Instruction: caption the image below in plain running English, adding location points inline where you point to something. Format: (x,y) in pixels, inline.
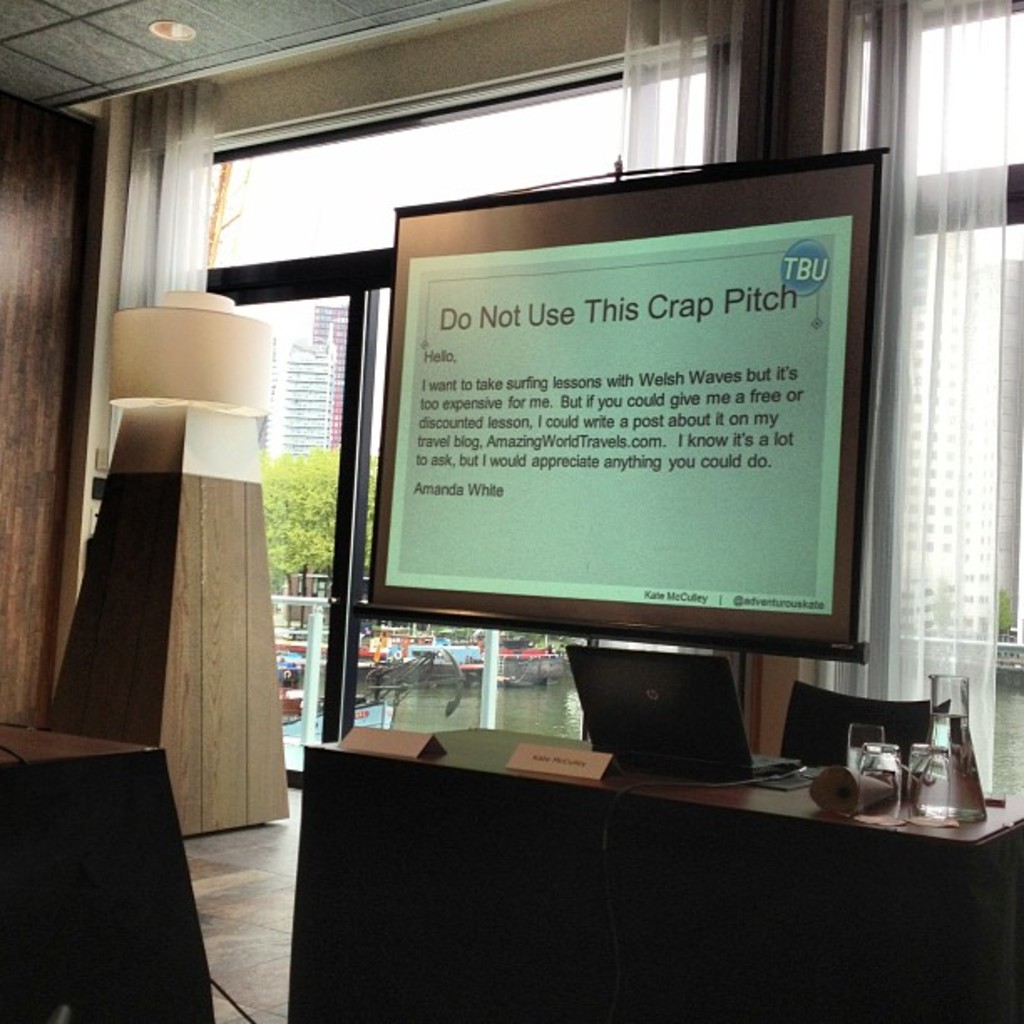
In this image we can see display screen (561,452), laptop (664,723), chair (796,736), glass tumblers (921,794), name board (523,760), cables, table (584,851), walls (91,211), electric lights (224,544), skyscrapers (275,376), trees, water (421,712) and boats (298,690).
